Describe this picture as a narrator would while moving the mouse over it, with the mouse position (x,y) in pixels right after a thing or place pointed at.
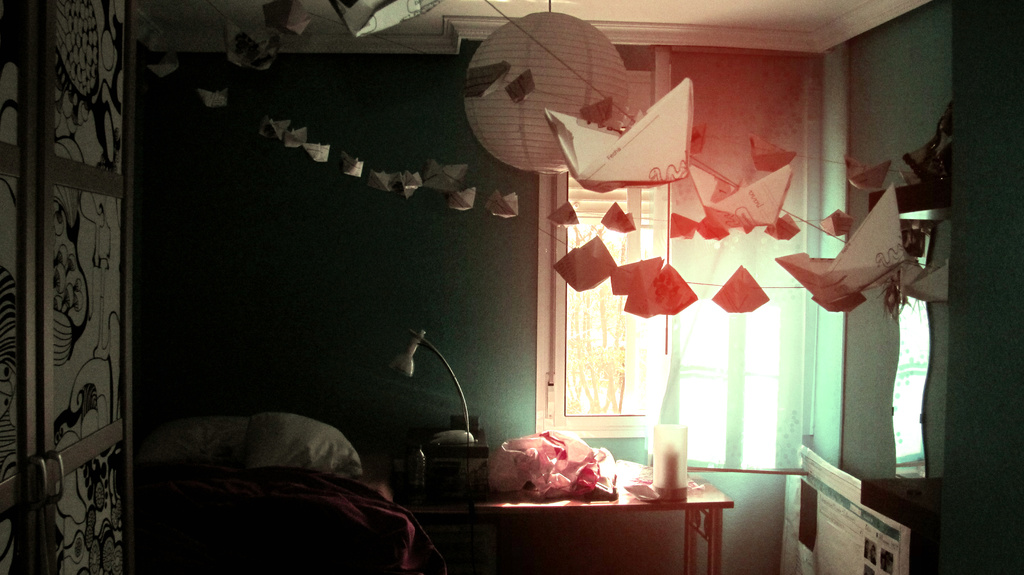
This image is taken indoors. In the background (489,280) there is a wall (486,295). There is a window (587,349) and there is a curtain (763,445). At the top of the image (734,4) there is a roof (740,16). There is a paper lamp (541,86). There are many toy ships (741,297) tied with a rope (520,26). On the left side of the image (70,357) there is a wardrobe (35,232). In the middle of the image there is a table (508,512) with a few things (529,462) on it. There is a bed (291,528). On the right side of the image (919,407) there is a mirror (912,426).
